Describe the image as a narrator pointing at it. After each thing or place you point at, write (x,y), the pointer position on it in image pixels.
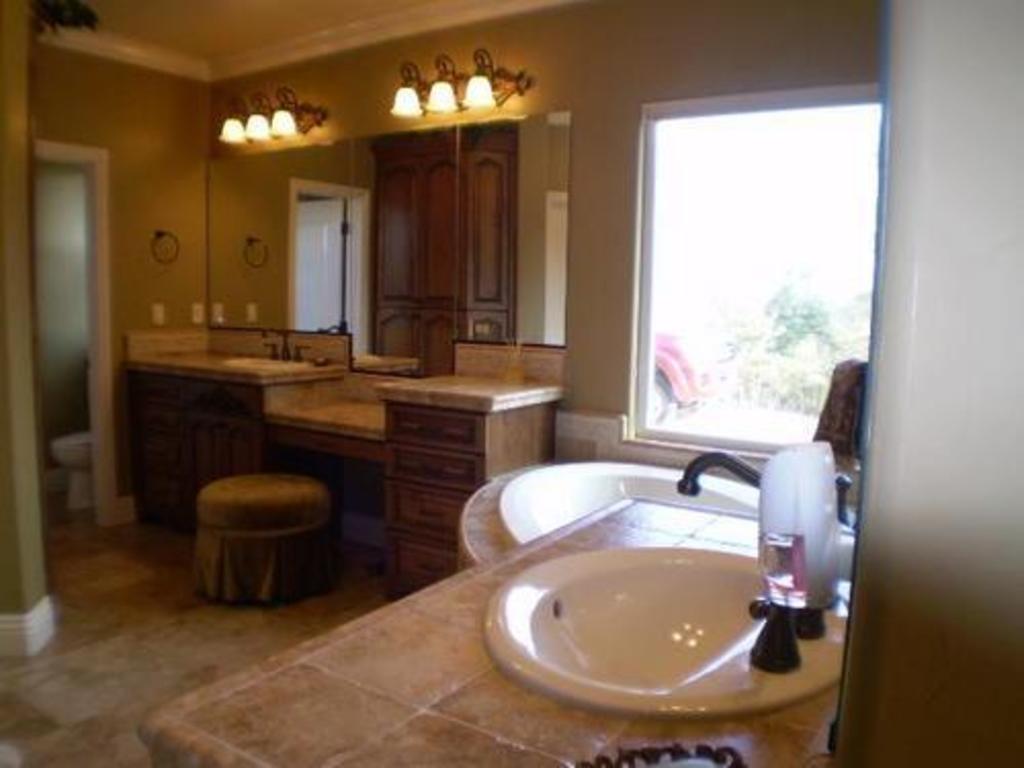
In this image there is a sink (622,615) with a tap (691,491) and there is a towel ring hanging on the wall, beside that there is a bath tub (572,497), beside that there is a mirror (375,273), above the mirror (376,254) there are a few lamps (401,98). In front of the mirror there is another sink (231,364) with taps (298,350), beneath that there are few drawers (425,508) and there is like a stool (234,509), beside that there is a toilet room (87,405) and a pillar (12,80). On the right side of the image (762,203) there is a glass window (740,242) through which we can see there is a vehicle (665,386) and trees (810,305).
